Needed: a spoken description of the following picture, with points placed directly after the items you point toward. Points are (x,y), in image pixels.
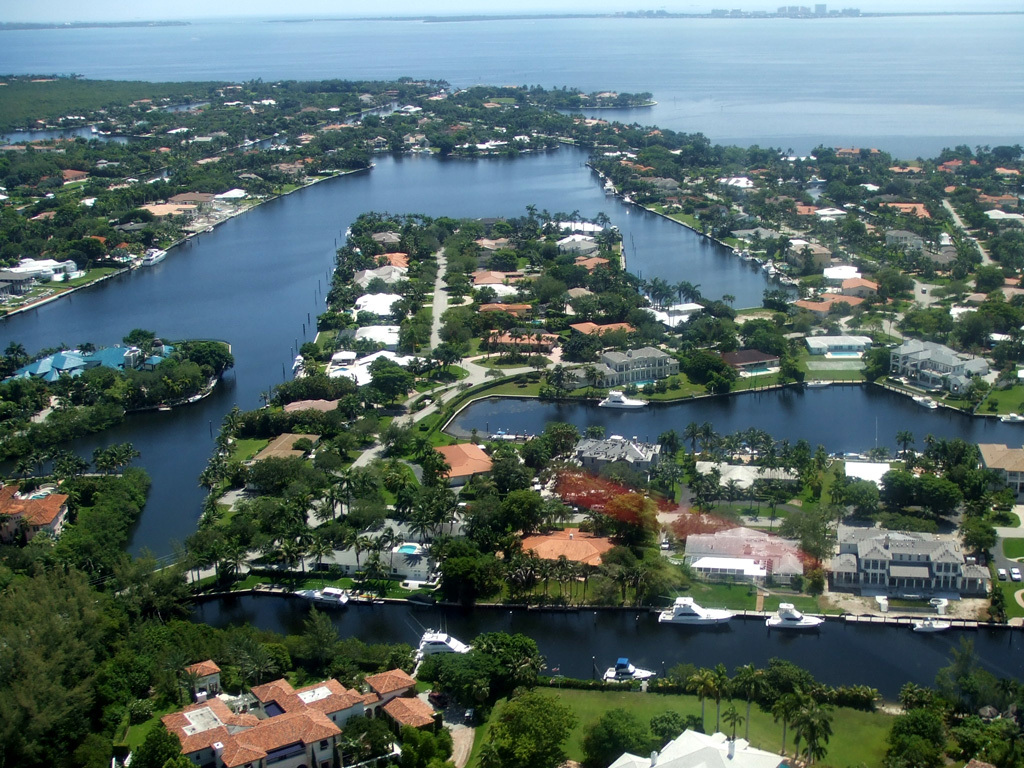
In this image we can see an ocean (343,61), buildings (269,98), trees (428,258), street poles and ground (845,717).
